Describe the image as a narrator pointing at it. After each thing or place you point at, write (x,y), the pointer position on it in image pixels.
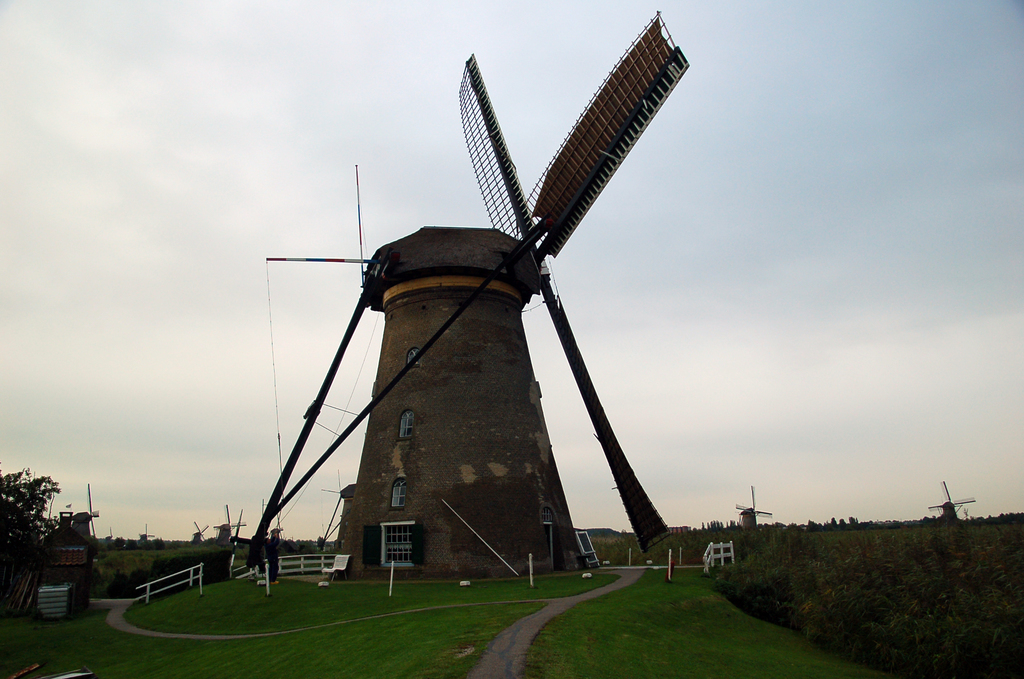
In this image, we can see few windmill (535,509) and tower (563,561). Here we can see few rods (164,585), plants (947,534), trees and grass (811,661). Background (1016,144) there is a sky (607,315).
